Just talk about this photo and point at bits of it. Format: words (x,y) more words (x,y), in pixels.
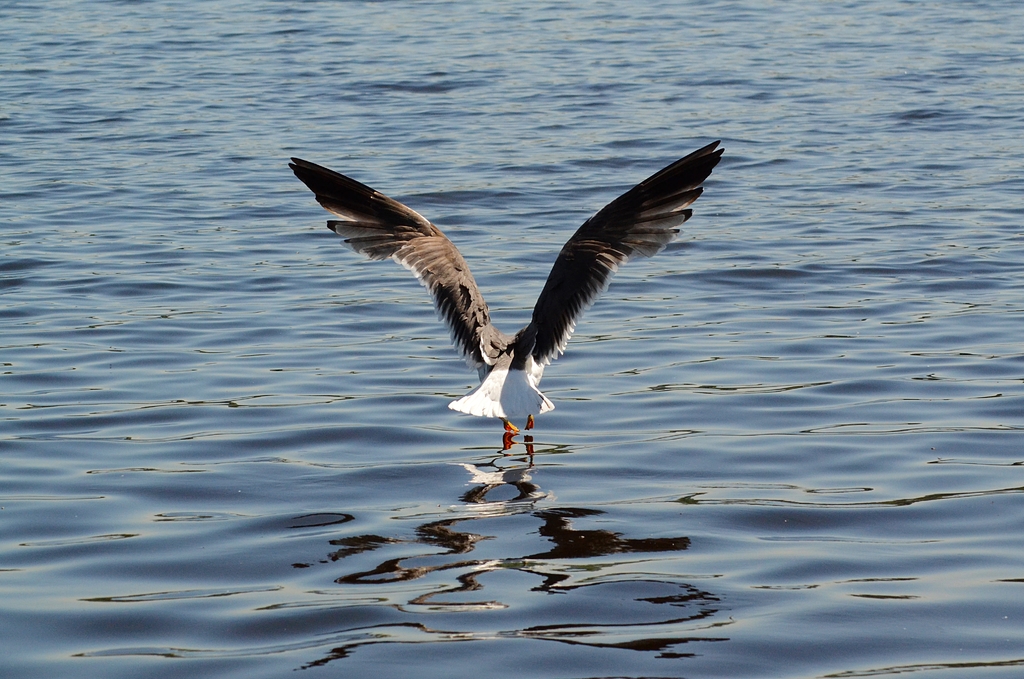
In the picture i can see a bird (528,325) which is in white and black color flying and there is water (324,406).
